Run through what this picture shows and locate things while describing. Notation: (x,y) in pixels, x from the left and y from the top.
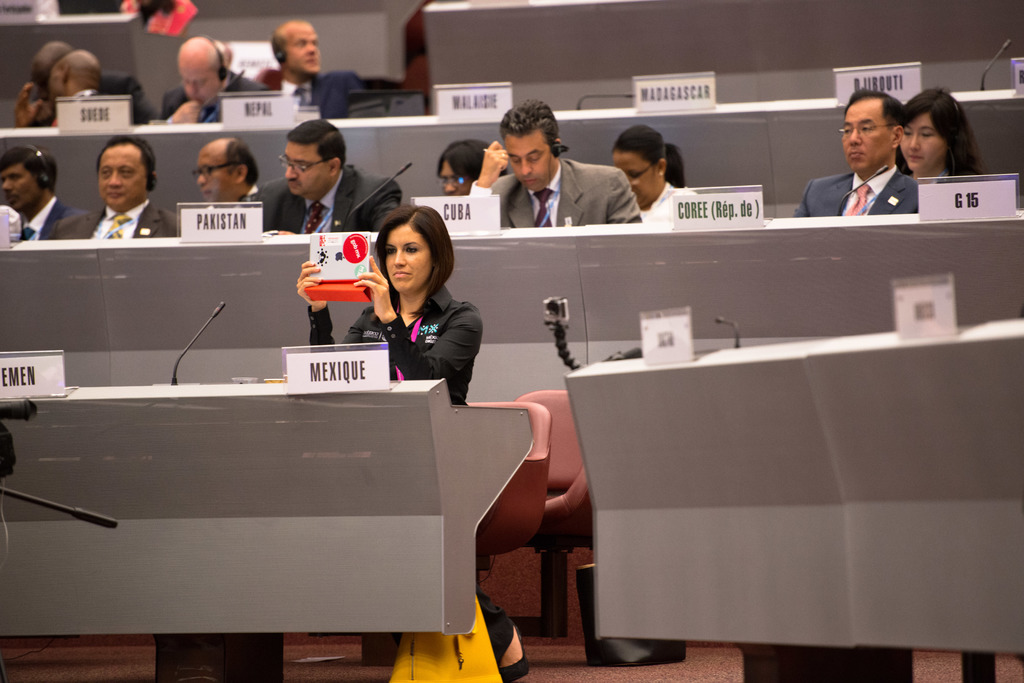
Group of people (133,13) sitting on the chairs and this person (393,220) holding object (356,294). We can see microphones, name boards (349,380) on the tables (938,269). This is floor (653,670).
